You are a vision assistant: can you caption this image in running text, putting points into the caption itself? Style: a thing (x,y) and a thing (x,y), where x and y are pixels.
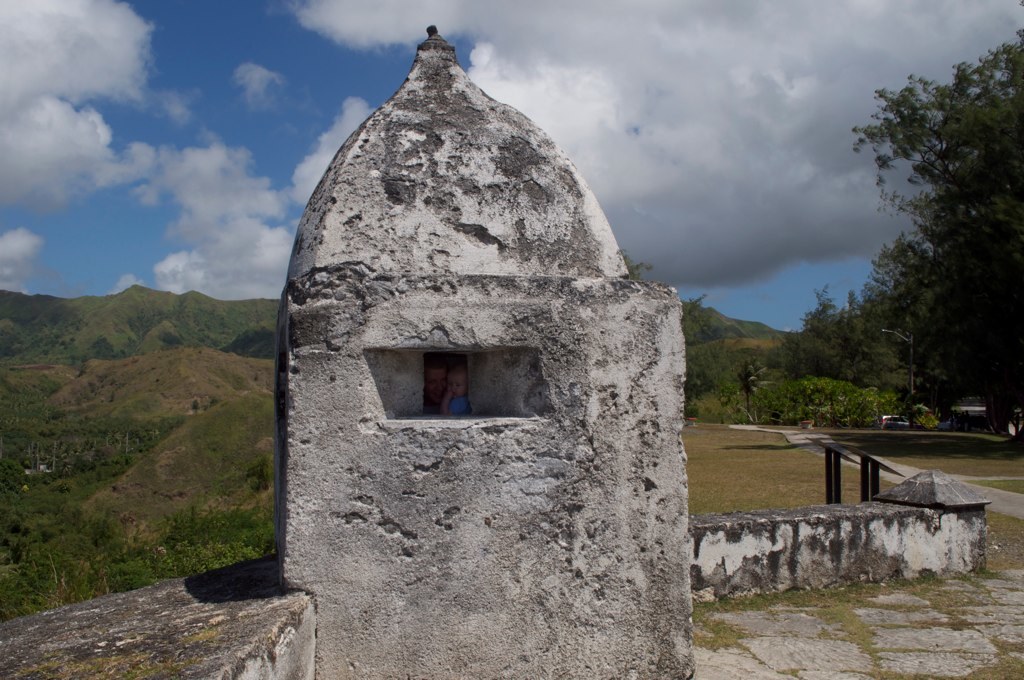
In this picture I can see a small sentry box (579,377) and I can see a human (445,371) and a baby (453,391) in the sentry box (400,375) from the outlet (411,390) of it and I can see trees (840,341) and hills (53,341) and I can see grass (76,578) on the ground (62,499) and a blue cloudy sky (298,111).
